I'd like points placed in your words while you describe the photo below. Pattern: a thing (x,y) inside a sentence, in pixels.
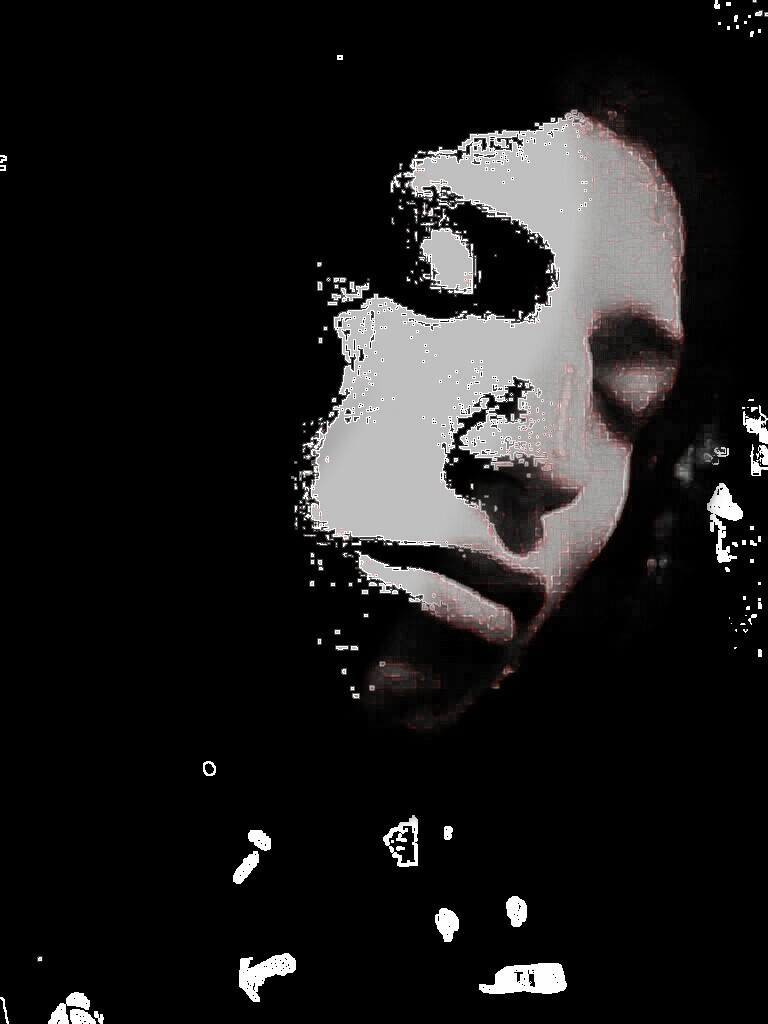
In this image I can see the human face (470,465) which is white in color and I can see the black colored background (621,28).
